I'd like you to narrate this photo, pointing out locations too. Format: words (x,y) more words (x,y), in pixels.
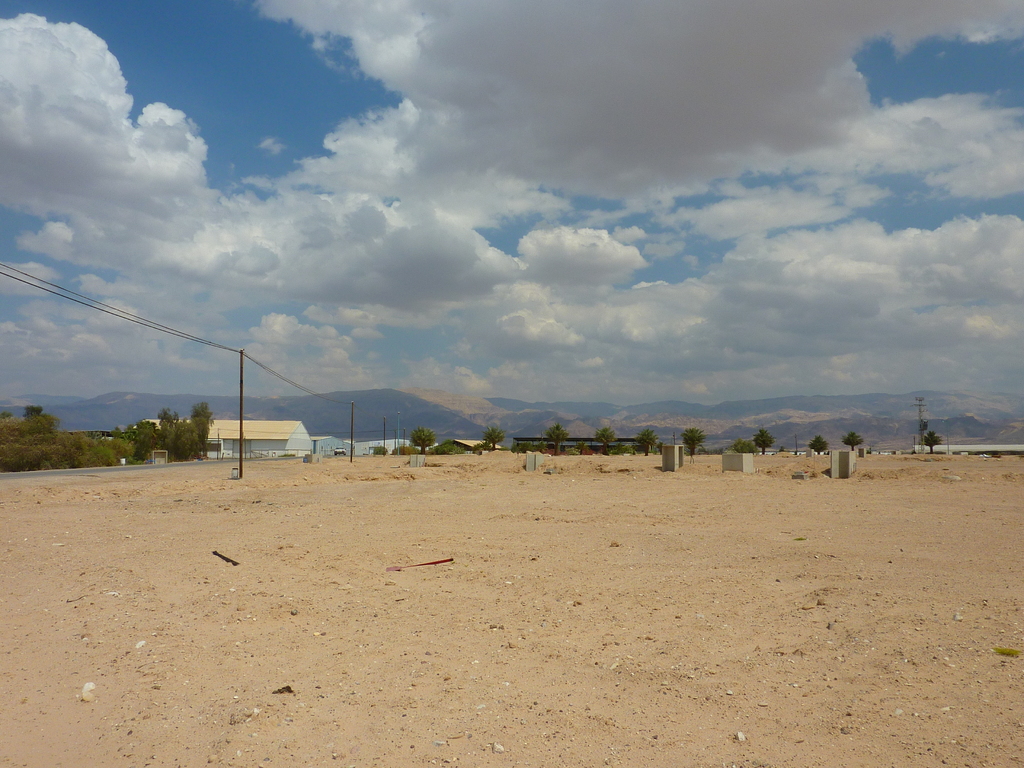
In this image we can see some houses (310,449) with roofs (274,424), group of trees (45,446) and some poles (398,428) with cables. In the background of the image (380,411) we can see hills (471,413). On the right side of the image (814,455) we can see some blocks (847,455) placed on the ground (783,472). At the top of the image (414,55) we can see the sky (424,50).
